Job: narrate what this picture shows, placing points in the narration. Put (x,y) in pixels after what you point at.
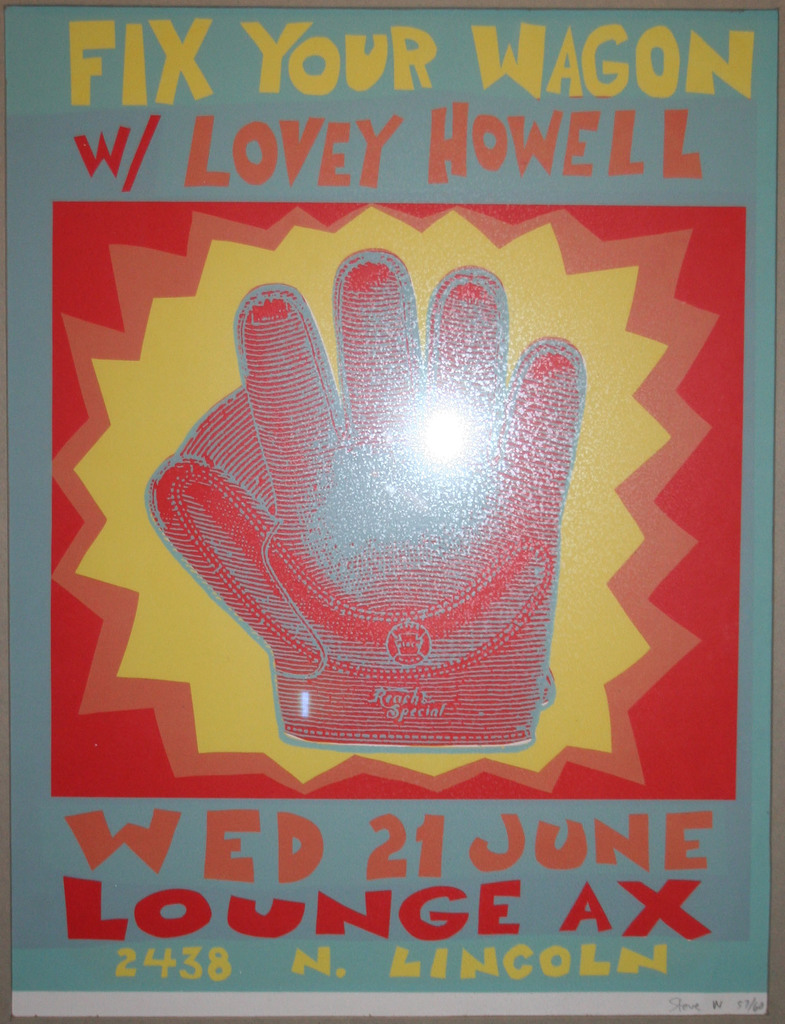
In this image, we can see a poster (308,424) with some images (335,480) and text (80,36).
